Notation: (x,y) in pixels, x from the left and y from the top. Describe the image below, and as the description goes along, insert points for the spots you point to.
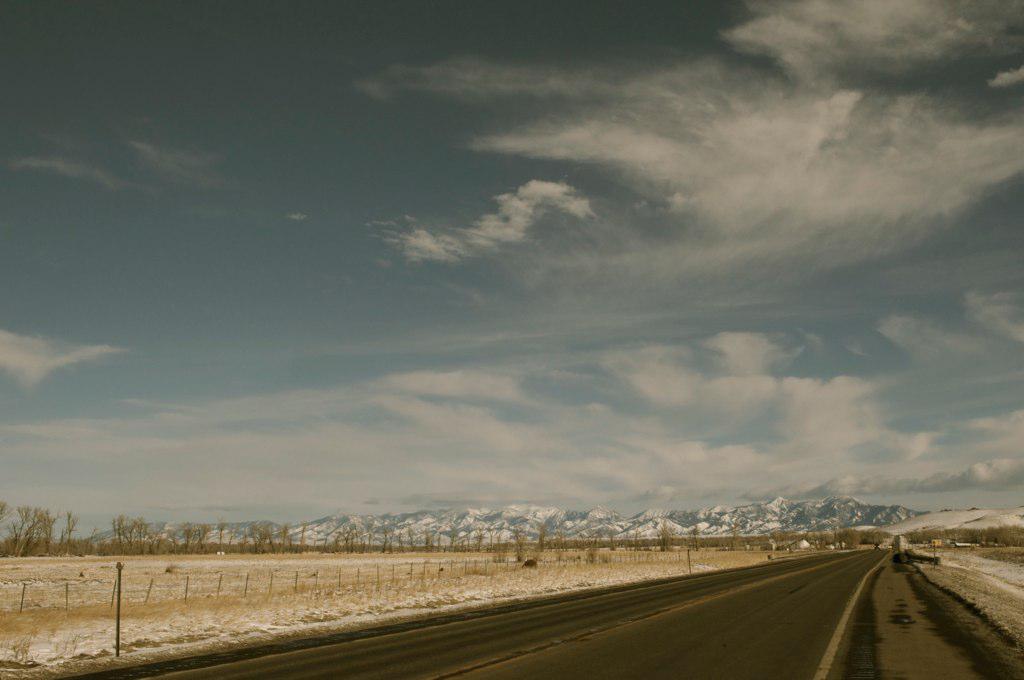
In this image we can see the road (817,622), wire fencing poles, we can see the dried trees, hills (464,529) with snow (476,521), at the top (565,161) we can see the sky (489,291) with clouds (700,258).
